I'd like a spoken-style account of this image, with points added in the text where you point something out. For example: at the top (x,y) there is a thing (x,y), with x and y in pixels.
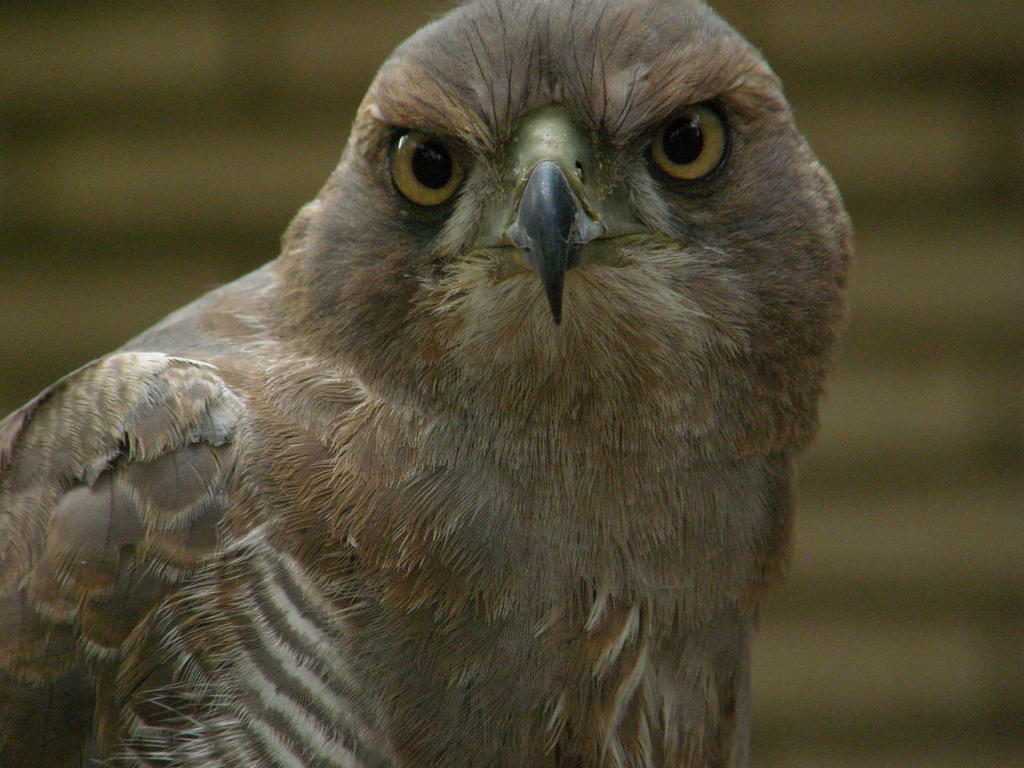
In this image I can see a bird (449,504) which is in brown, white and black color. I can see the blurred background (903,599).
